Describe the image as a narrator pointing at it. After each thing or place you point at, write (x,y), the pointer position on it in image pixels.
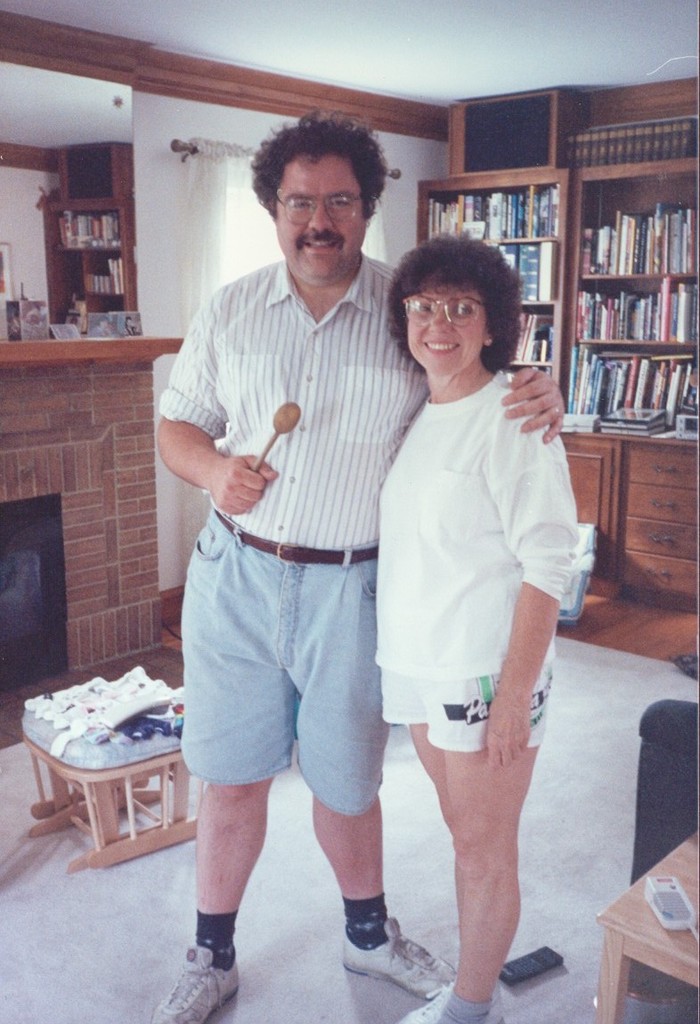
In this Image I see a man (354,902) and a woman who are standing and both of them are smiling. In the background (659,484) I see the rack (608,470) full of books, table (608,916) and the wall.
